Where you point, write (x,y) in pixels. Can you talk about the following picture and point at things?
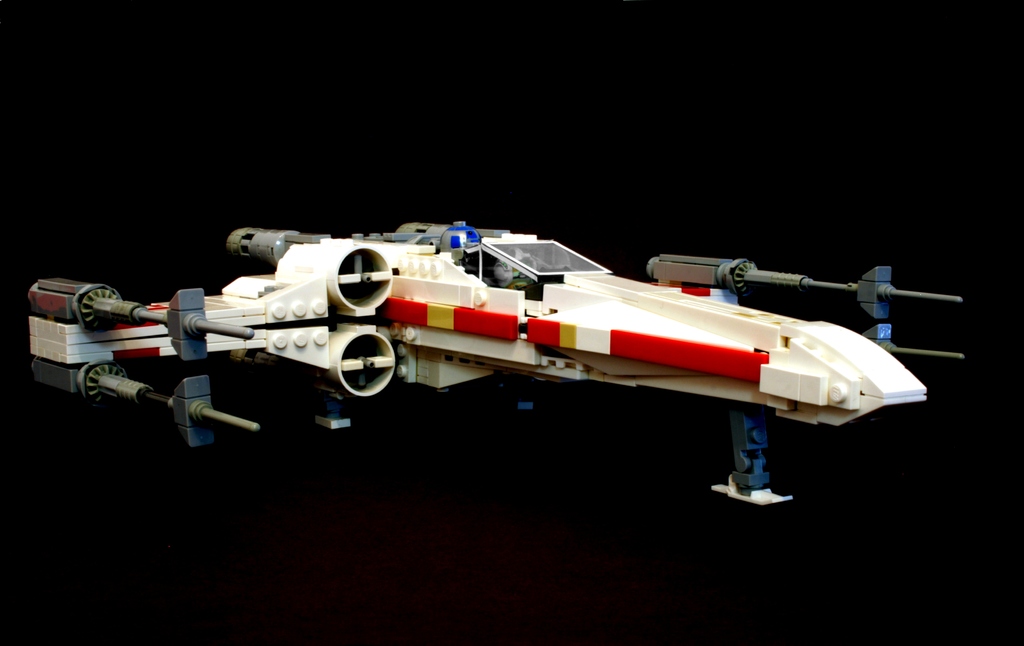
In this picture I can see a toy (479,360).
